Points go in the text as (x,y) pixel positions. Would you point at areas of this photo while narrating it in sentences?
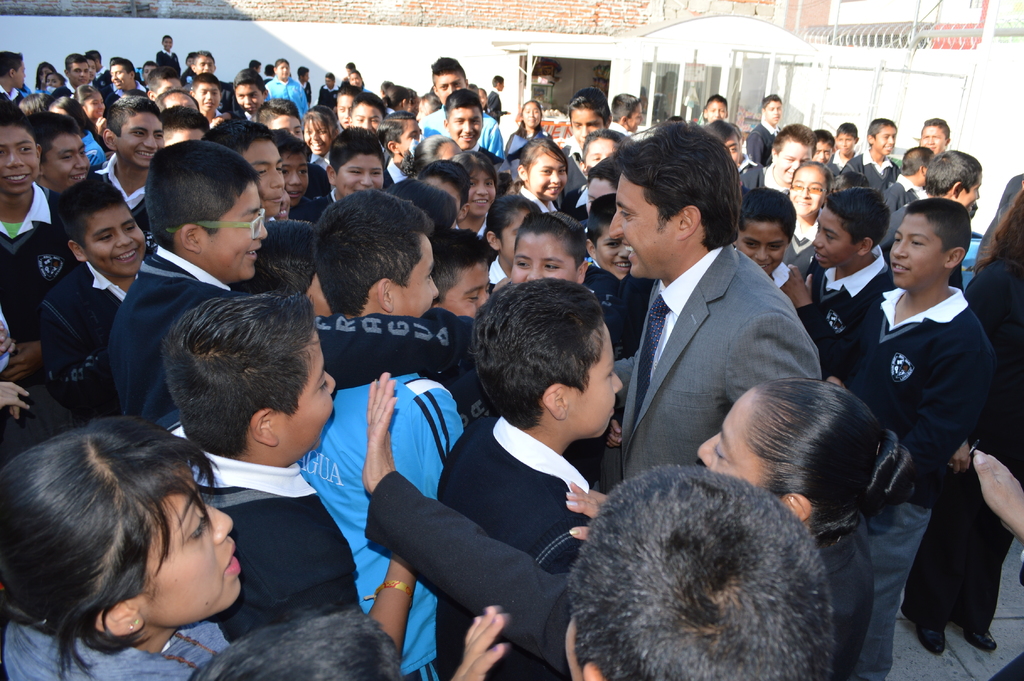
In this picture I can see in the middle (454,436) a group of people (579,463) are there, at the top (586,20) there are walls (370,8).
